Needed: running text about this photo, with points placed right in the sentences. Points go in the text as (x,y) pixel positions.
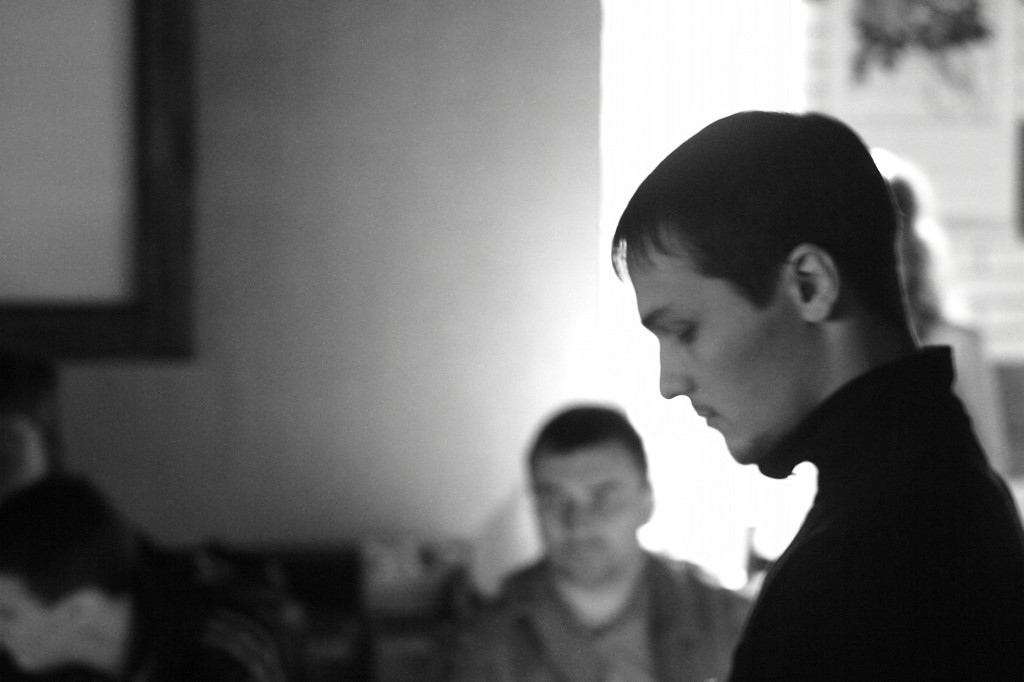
In this image we can see a black and white picture of some persons (765,581). One person (825,304) is wearing black dress (937,520) is standing. In the background (67,164), we can see a photo frame (189,197).
